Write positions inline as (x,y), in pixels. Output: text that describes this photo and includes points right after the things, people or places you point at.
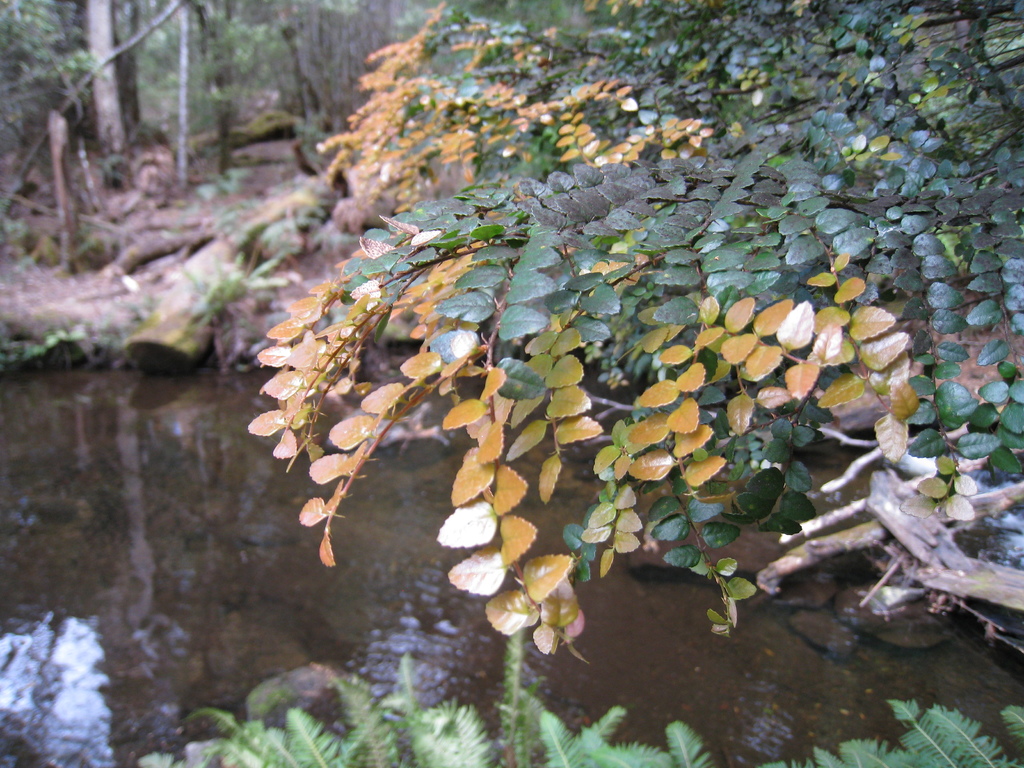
In this picture we can see water (244,586) at the bottom (224,617), in the background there are some trees (307,53) and some wood (223,255), we can see some leaves (460,249) in the front (600,321).
